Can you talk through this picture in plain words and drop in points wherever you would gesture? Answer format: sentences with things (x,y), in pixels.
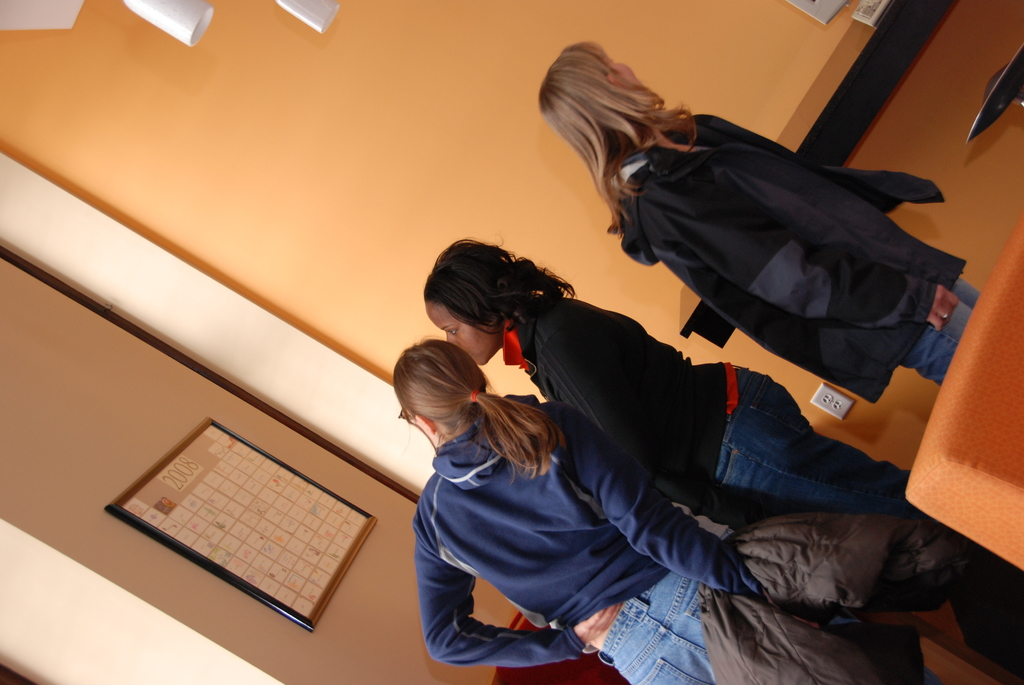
In this image we can see three persons (709,393), a person (675,574) is holding an object (786,610) looks like a jacket (803,561) and there is a frame (219,522) on the wall (146,334) and an object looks like a couch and an object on the table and a plug board (838,401) to the wall (549,184).
